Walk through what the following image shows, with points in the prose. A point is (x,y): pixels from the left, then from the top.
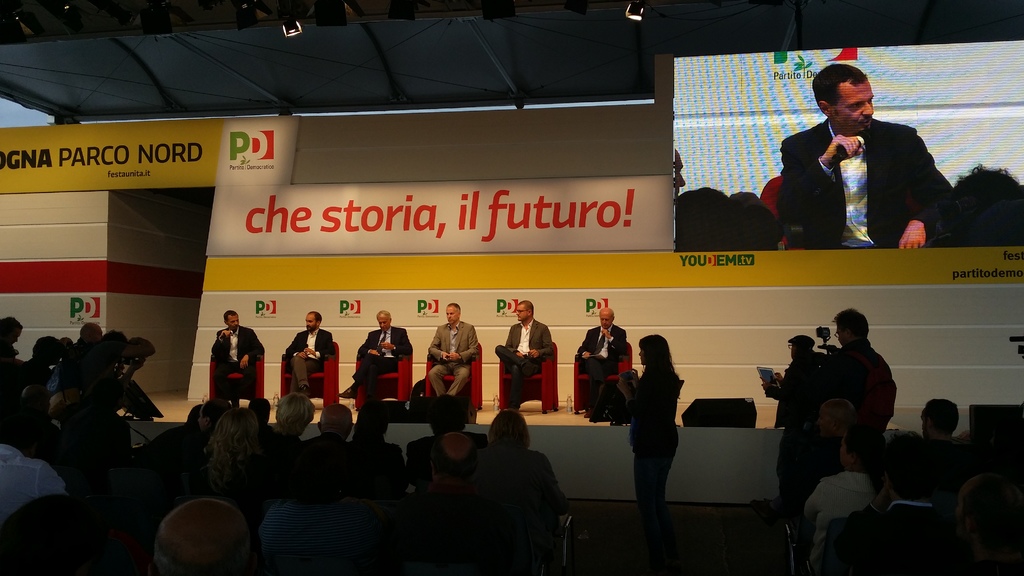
In the background (529,277) we can see hoarding (637,343). This is a screen (777,220). Here we can see men (441,364) sitting on the chairs (261,368). Here we can see water bottles (571,408) beside to the chairs (505,392) on the platform (575,420). Here we can see people (553,487) sitting on the chairs (112,485). At the top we can see lights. Here we can see few people (864,384) standing near to the platform (913,426) and few are holding cameras (829,353) in their hands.
